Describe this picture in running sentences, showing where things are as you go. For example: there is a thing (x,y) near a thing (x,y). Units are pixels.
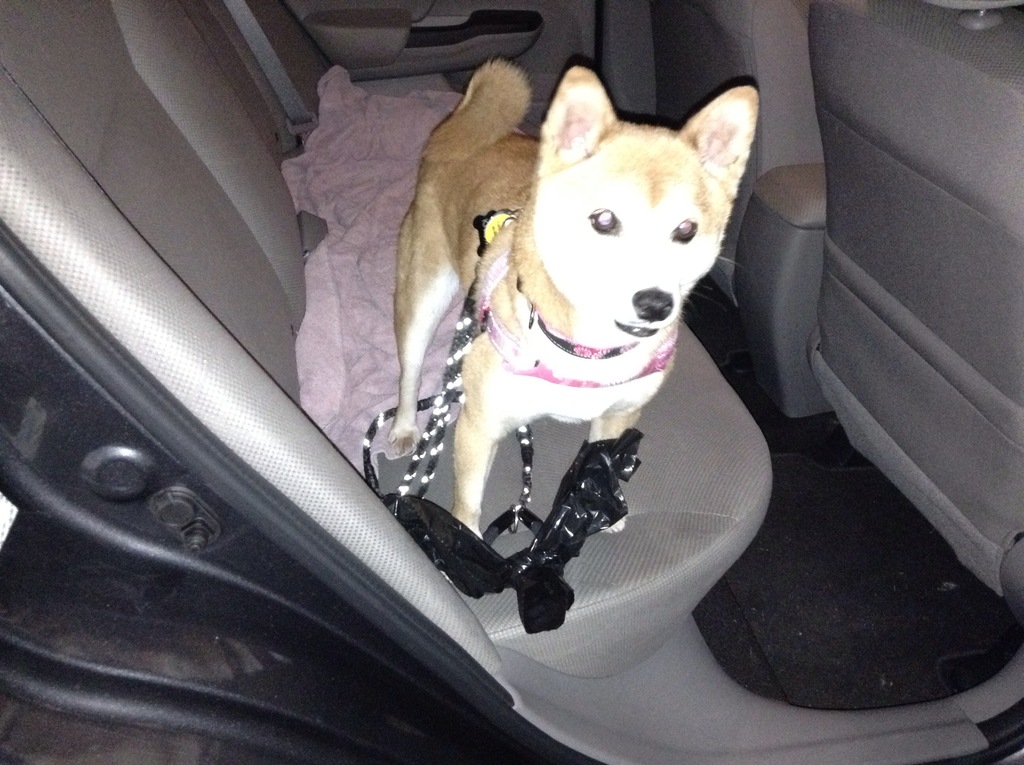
This picture shows a dog (715,175) standing in the car seat (21,61) and we see string (384,415) to it
